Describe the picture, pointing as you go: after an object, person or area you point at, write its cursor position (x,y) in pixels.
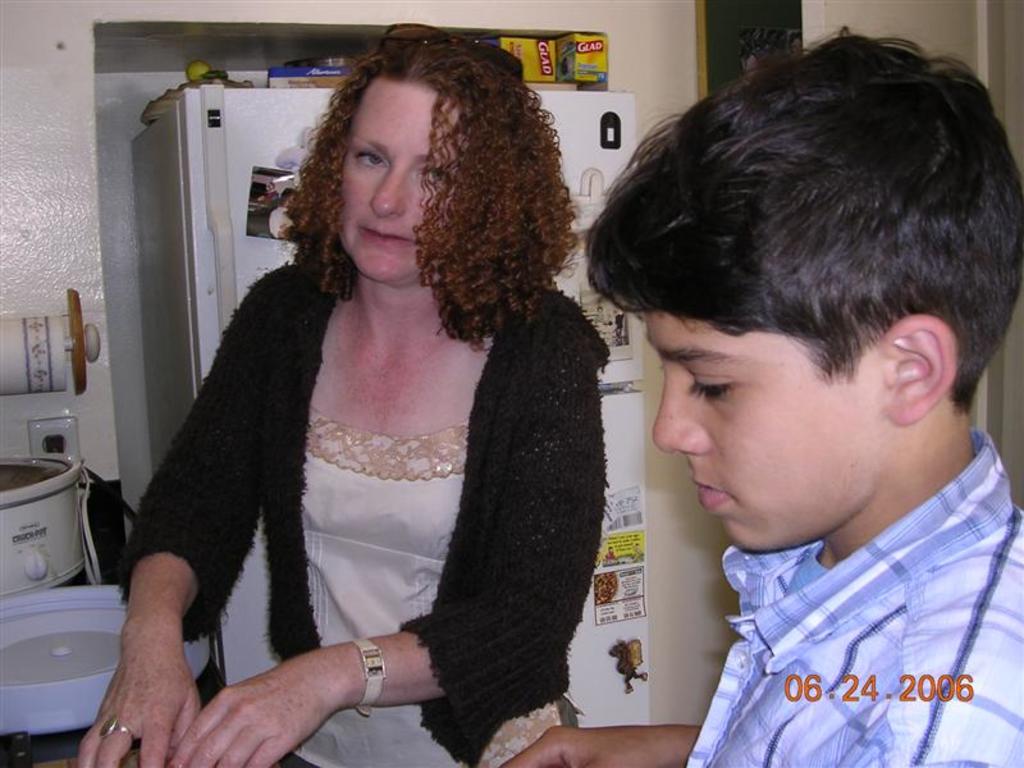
In the image we can see there is a woman (527,435) and a kid (762,326) are standing in the kitchen (92,692). Behind there is a rice cooker (71,566), refrigerator (217,217) and there are photos (254,183) posted on the refrigerator (234,224). The woman (425,40) is wearing wrist watch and there are sunglasses (399,40) on her head (505,77).
